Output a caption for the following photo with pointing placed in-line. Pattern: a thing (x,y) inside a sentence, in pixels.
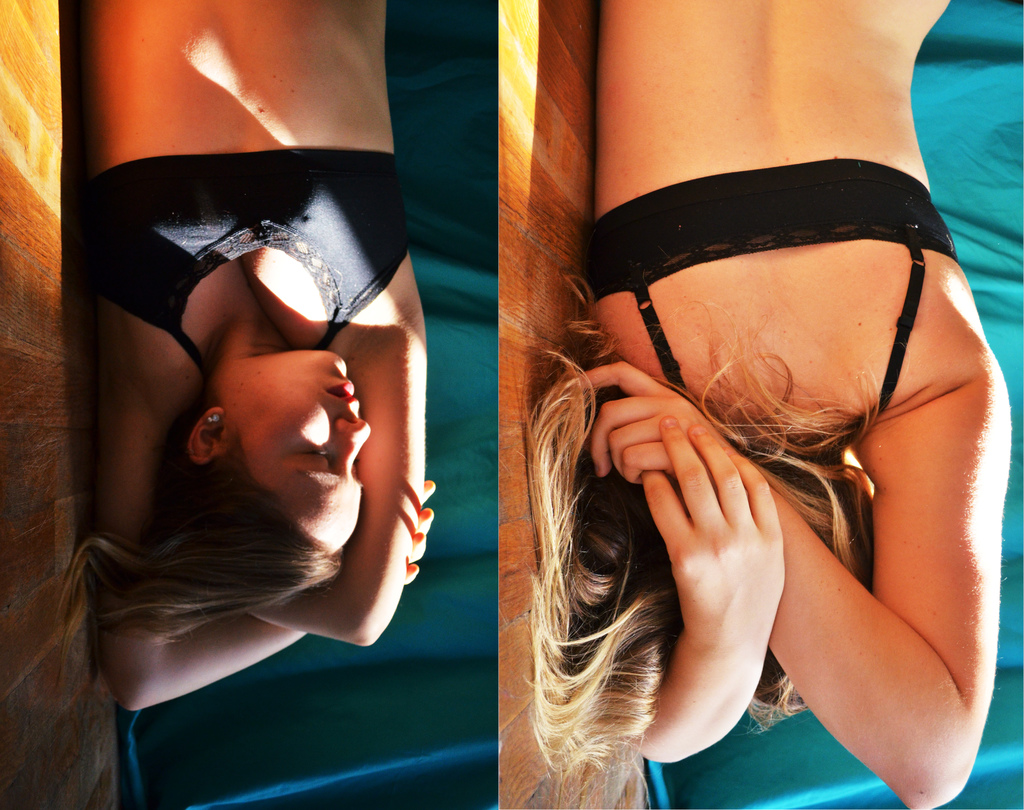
This is a collage picture, I can see a woman (370,82) laying on the floor (506,517), and in the background (433,285) there is a cloth (968,109).
